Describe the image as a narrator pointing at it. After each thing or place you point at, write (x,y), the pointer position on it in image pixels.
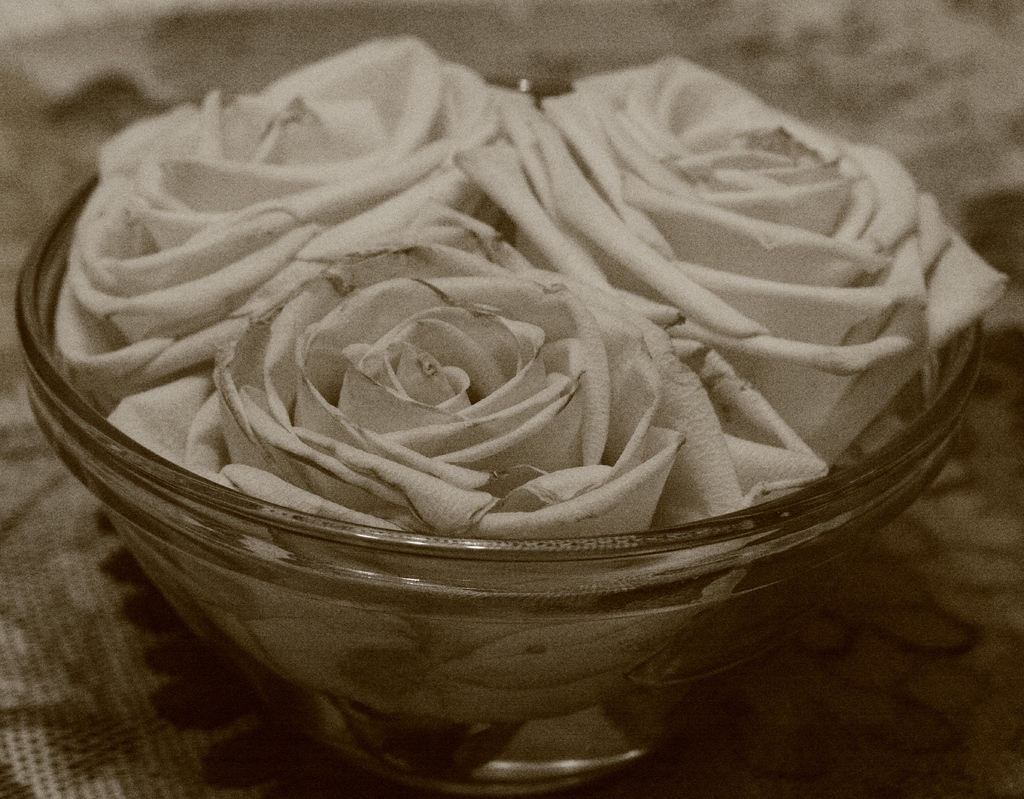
In this picture we can see white roses (654,311) in a glass bowl (614,568). This bowl (636,694) is kept on the table (802,756).
